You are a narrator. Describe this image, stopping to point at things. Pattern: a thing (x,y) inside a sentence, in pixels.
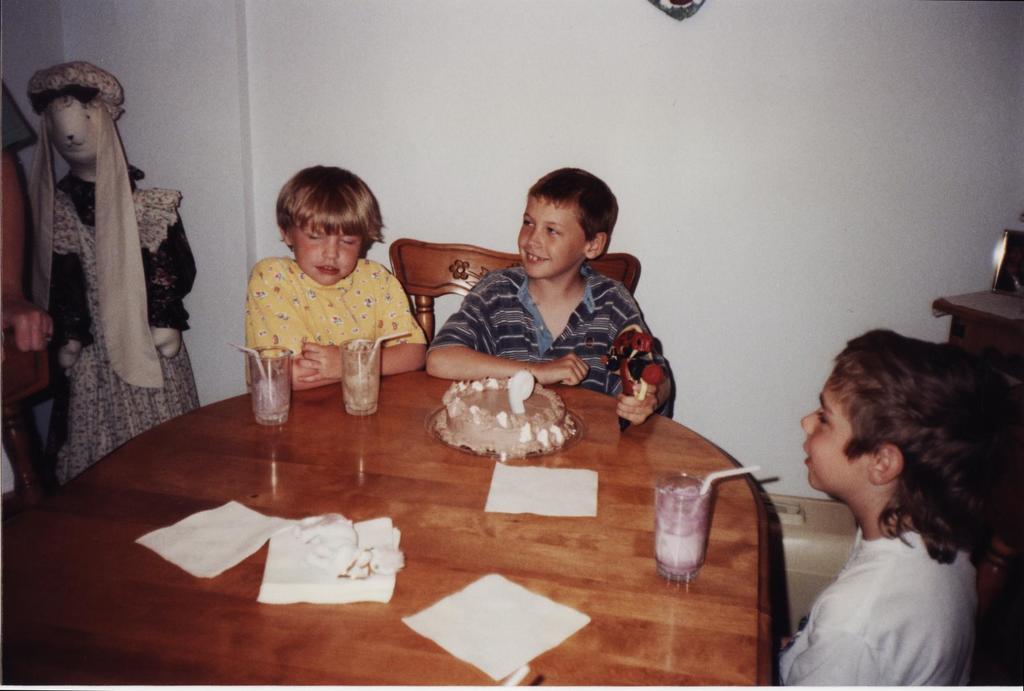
Here we can see three persons (824,659). This is table (195,674). On the table (316,411) there are glasses (266,380), cake (555,402), and papers (312,556). This is chair (469,255) and there is a toy (130,238). On the background (557,135) there is a wall (788,215).
